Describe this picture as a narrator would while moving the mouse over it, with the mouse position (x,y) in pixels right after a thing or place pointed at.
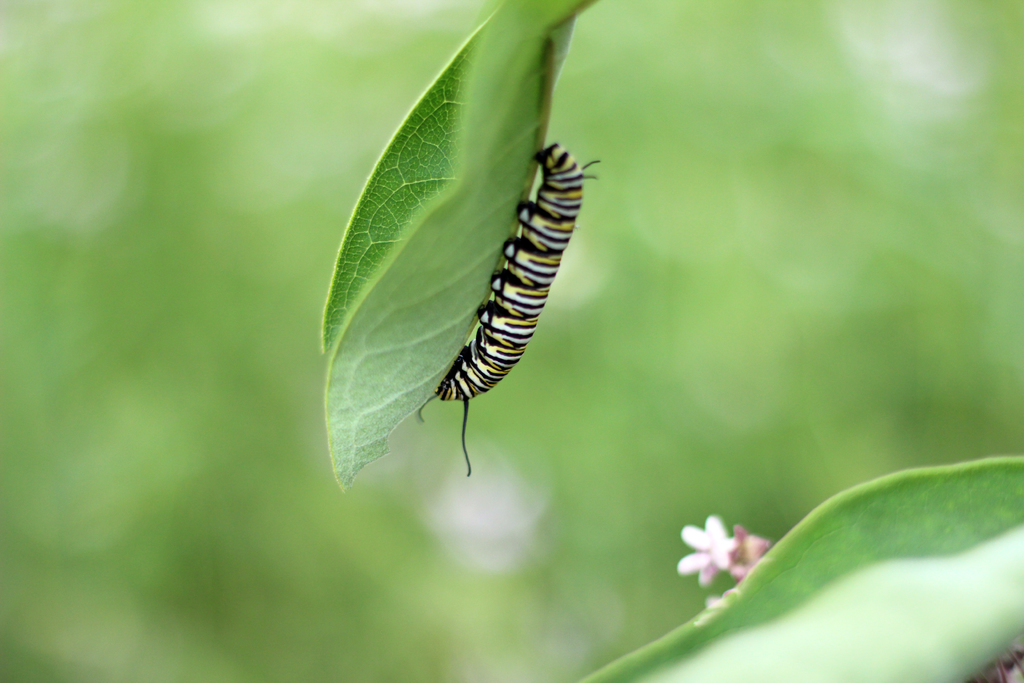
In the image there is a leaf (421,174) with black, white and yellow color caterpillar (510,303) on it. At the bottom of the image (721,553) there is a leaf (945,486) and pink flower (717,567). There is a green color background (194,50).
